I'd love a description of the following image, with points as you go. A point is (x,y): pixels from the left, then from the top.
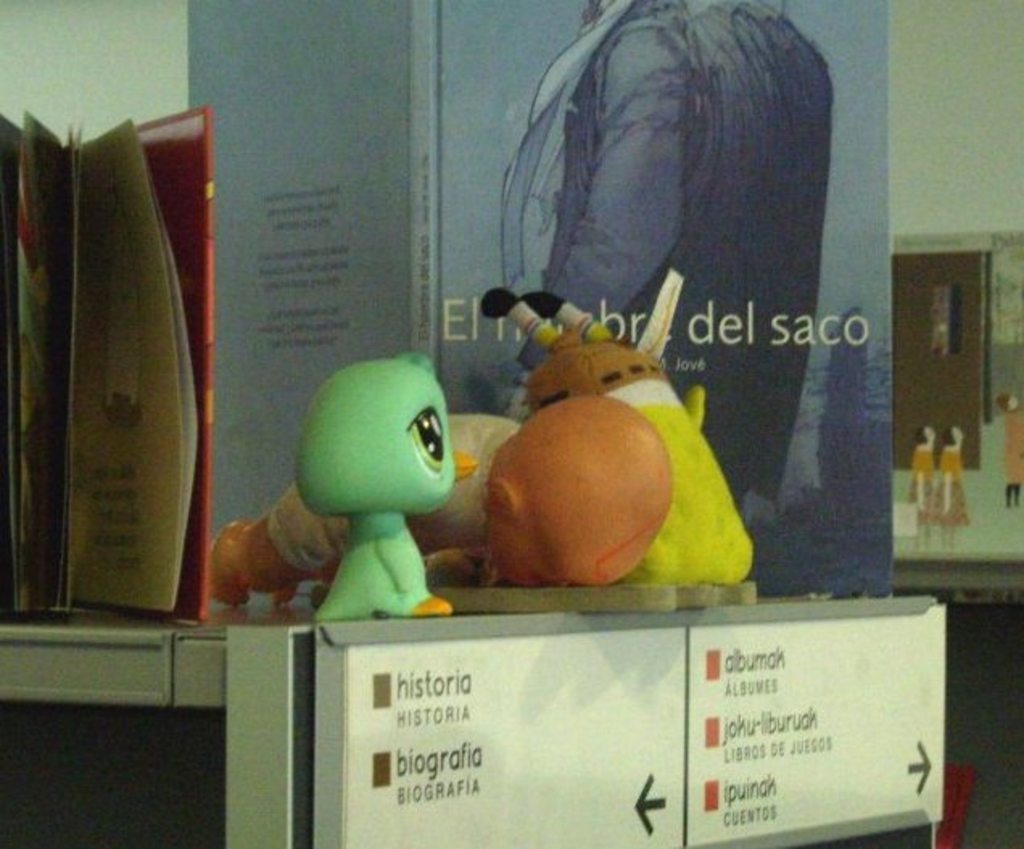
In this image we can see some toys (422,601) placed on the rack (121,638) and there is a board (537,765) attached to the rack (139,632) with some text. We can see some objects (292,302) which looks like books (160,257) on the rack (38,672).
